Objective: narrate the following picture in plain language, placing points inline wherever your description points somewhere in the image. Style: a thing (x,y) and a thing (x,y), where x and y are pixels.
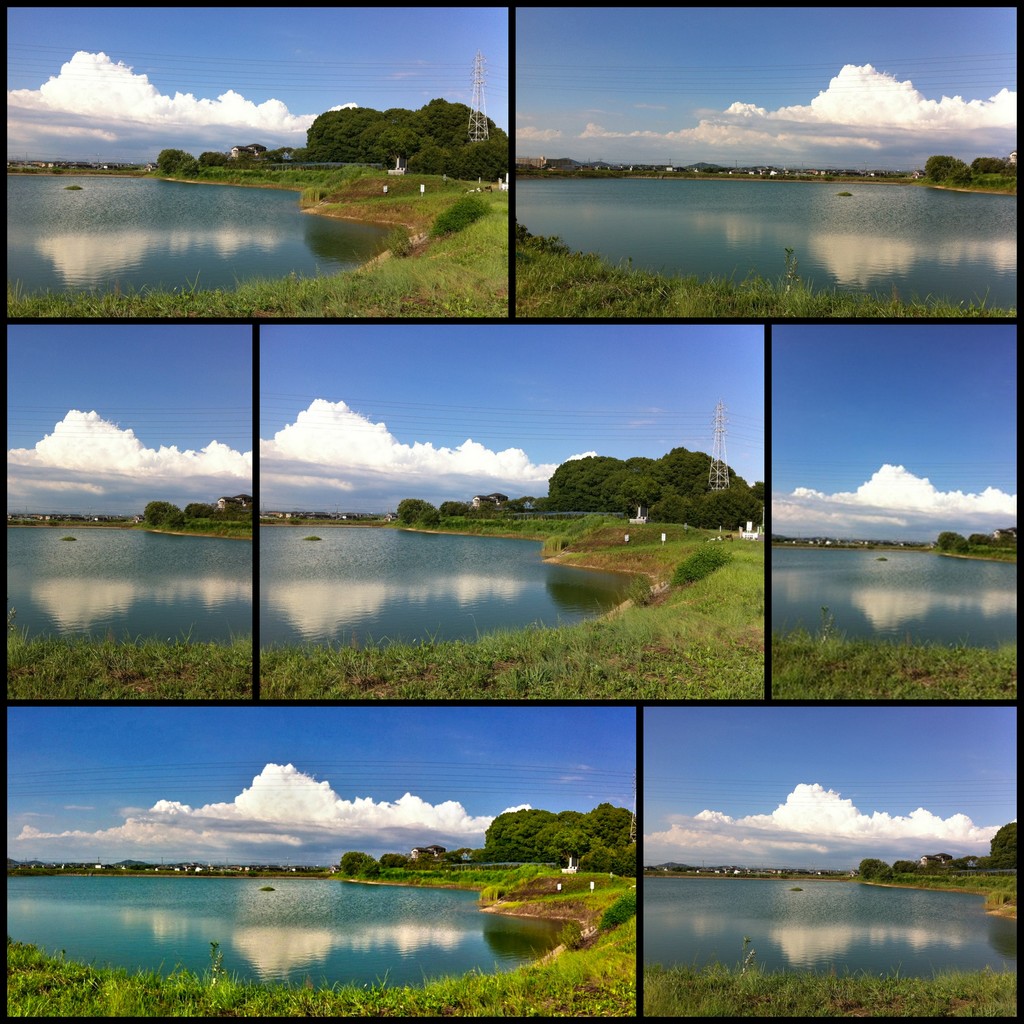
In this image I can see collage photos where I can see water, grass (359,289), number of trees (344,131), wires (752,421), clouds (758,123), the sky (524,420) and towers (719,402).
